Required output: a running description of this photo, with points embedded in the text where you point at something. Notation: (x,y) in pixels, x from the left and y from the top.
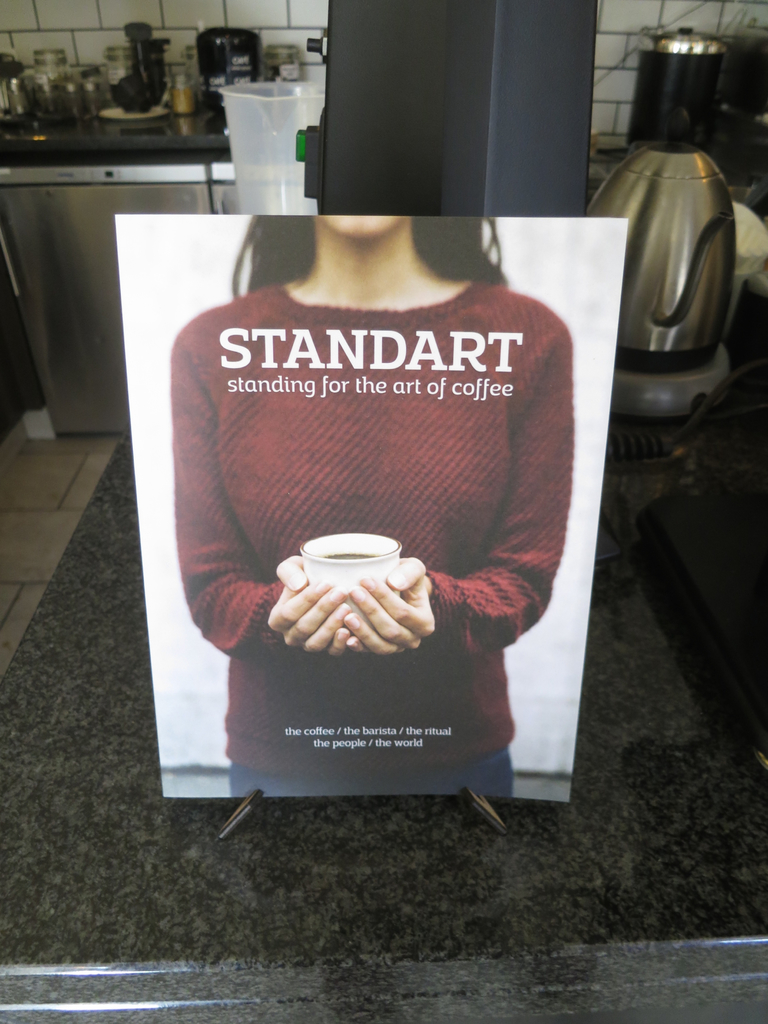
In this image we can see a poster (501,350) with pictures (449,525) and some text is placed on the countertop (371,888). In the background (674,229), we can see, a kettle (675,243), jar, group of bowls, container (281,100), group of glasses (48,88) placed on the table (119,131).
